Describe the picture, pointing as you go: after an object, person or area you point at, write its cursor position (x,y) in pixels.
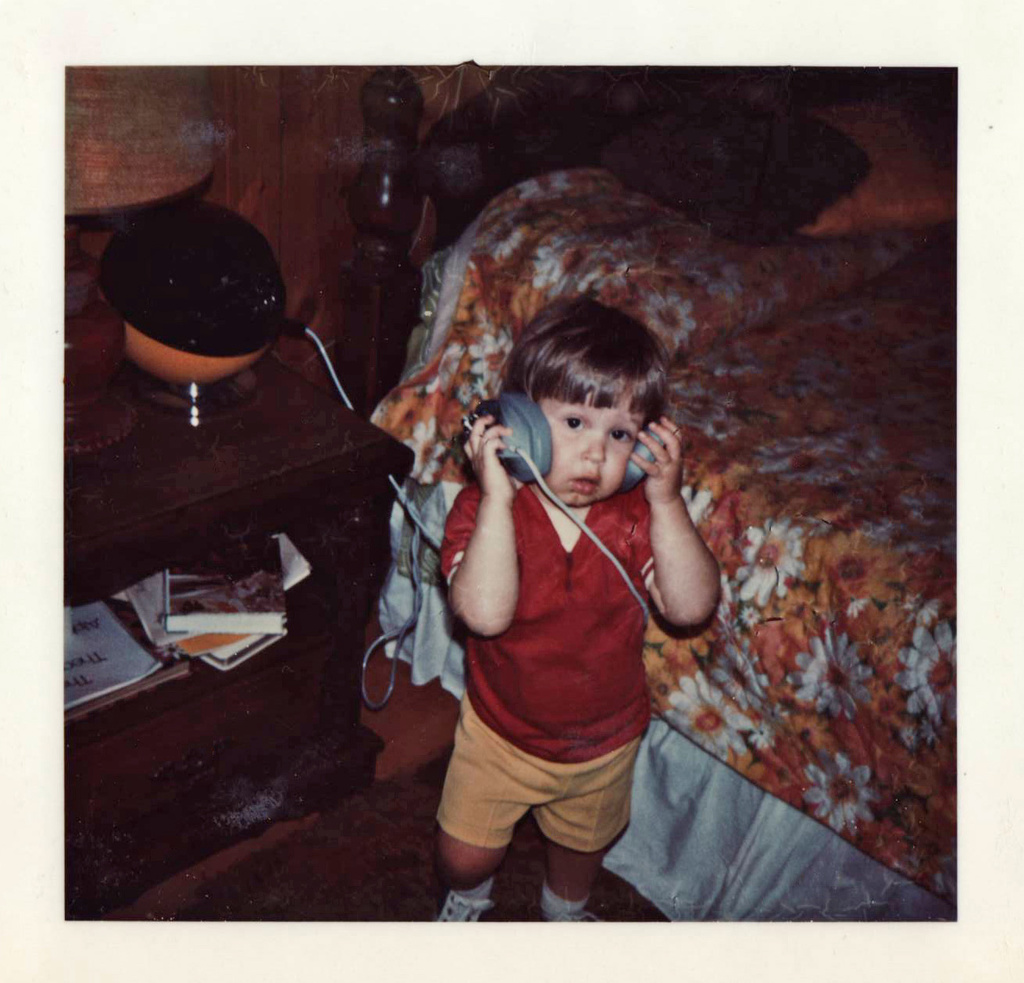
In this image we can see a boy (509,368) wearing headphones (521,480). Behind the boy (497,497) we can see a bed (737,364) with a blanket (692,379). On the left side (77,333), we can see few objects (284,567) on a table (95,584). Behind the bed (514,107) we can see a wall (246,101).
